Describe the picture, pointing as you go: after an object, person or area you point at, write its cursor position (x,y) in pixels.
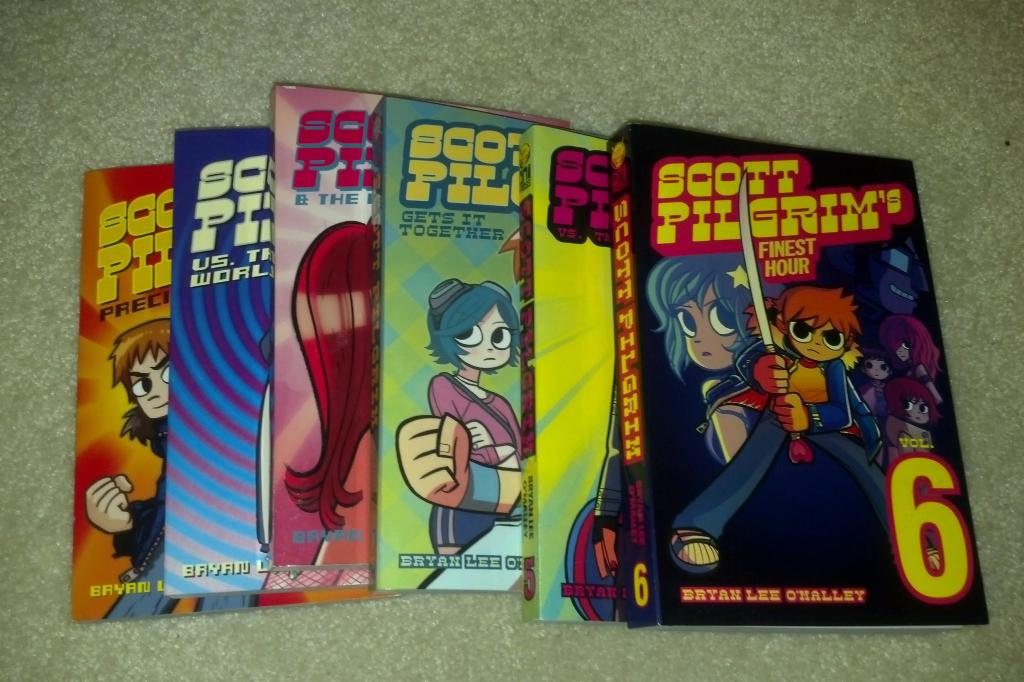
In this image there are comic books (482,382), there are persons (684,349) on the books (388,400), there is text (768,244) on the books (511,264), there is number (898,482) on the books (821,454), at the background of the image (170,651) there is an object (114,134) which is beige in color.
